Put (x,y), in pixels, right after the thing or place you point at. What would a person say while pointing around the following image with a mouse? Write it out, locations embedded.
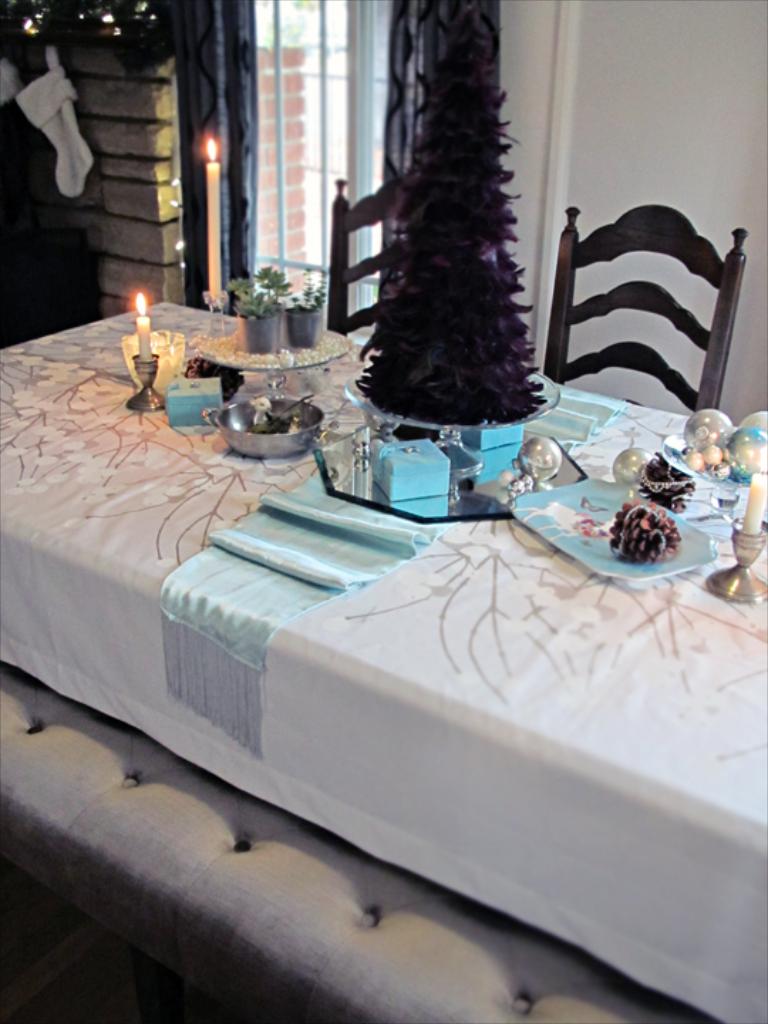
In the middle of the image (436,634) we can see a table (464,593). On the table (460,523) there are decors (333,480), candles (749,511), candle holders (748,544), cloth (346,656), tree (457,256) and small plants (294,327). On the sides of the table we can see chairs (373,219), window (290,124), curtain (236,74), wall (121,94) and a stocking (57,107).
